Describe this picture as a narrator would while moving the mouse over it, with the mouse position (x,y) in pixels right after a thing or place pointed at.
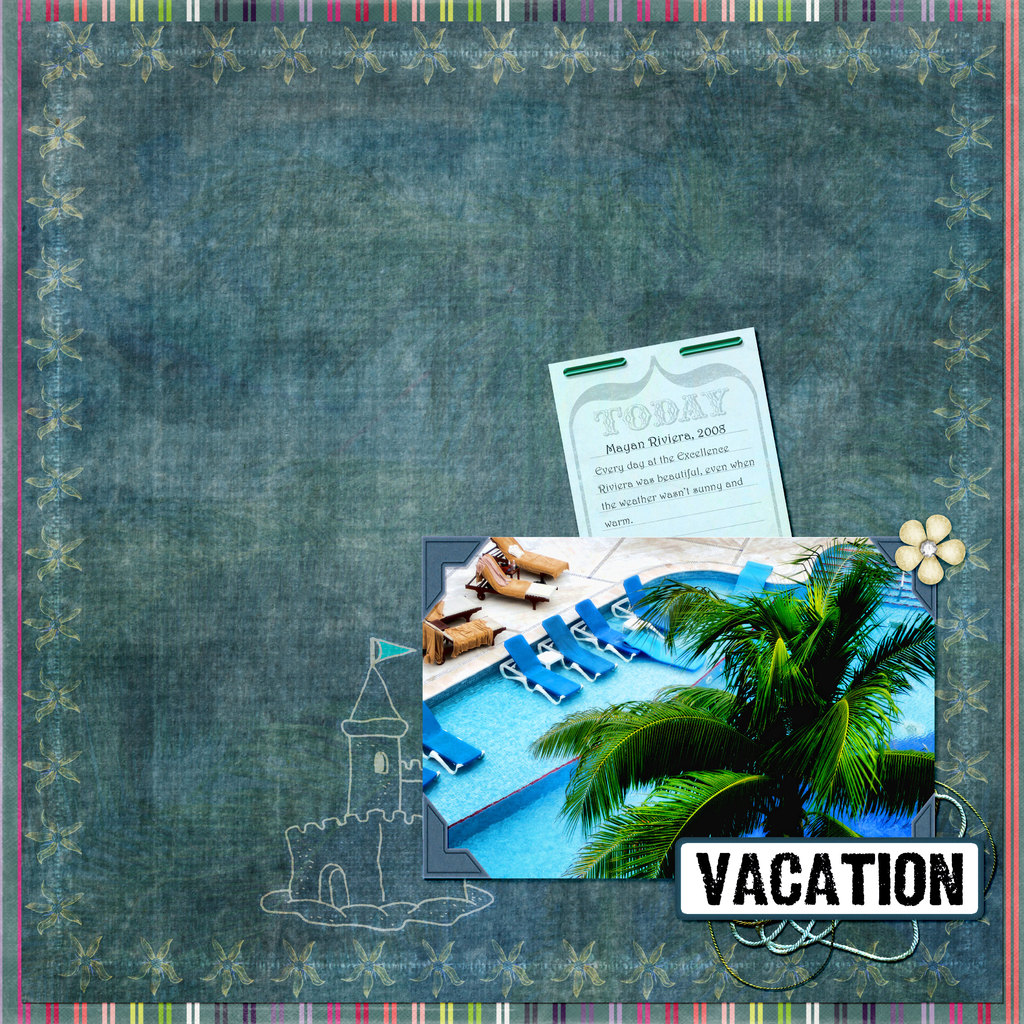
In this image, we can see a board (253,893), there is a card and a photo (810,661), we can see a label (937,893) and there is a painting (297,893).
